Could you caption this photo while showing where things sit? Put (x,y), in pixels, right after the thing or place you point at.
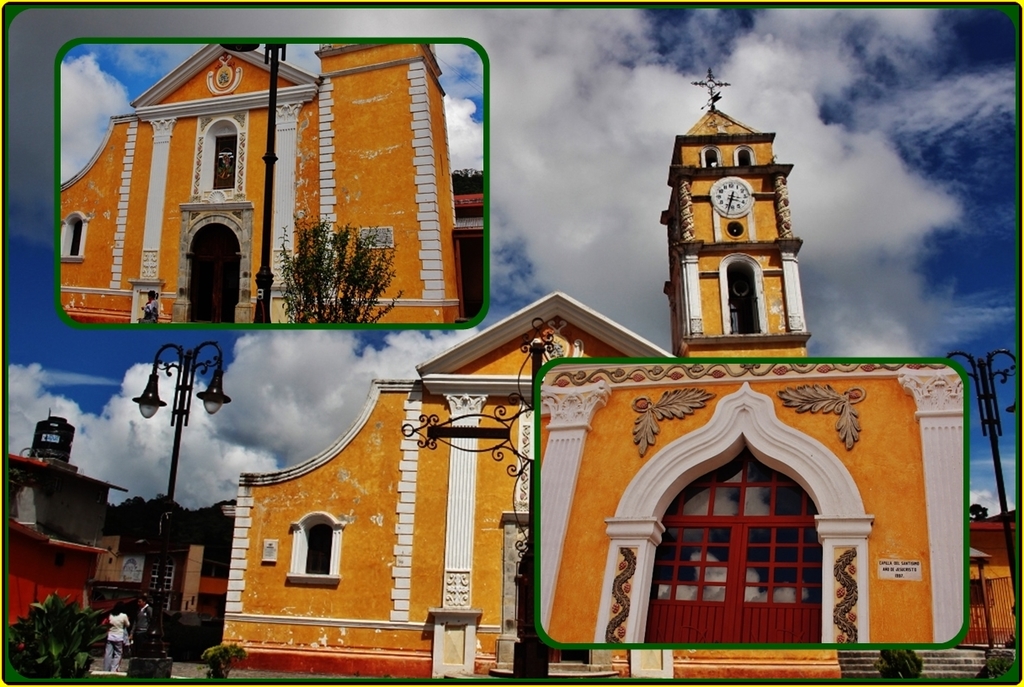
This is an edited picture. Left bottom two persons (118,628) are standing on the pavement (174,673) having a street light (157,636) and few plants (60,665) on it. Background (190,549) there are few buildings (25,584). Behind there are few trees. Right side (999,352) there is a street light (990,380). A clock (744,204) is attached to the wall (723,236) of a building (745,233). Bottom of the image (713,572) there is a picture (715,555) of a building (731,550) having sculptures (829,397) on the wall (613,451). Left top there is a image (230,209) of a building (264,178). Before it there is a person (153,306), plant (334,295) and a pole (264,234). Top of the image (613,122) there is sky (630,131) with some clouds (833,227).
